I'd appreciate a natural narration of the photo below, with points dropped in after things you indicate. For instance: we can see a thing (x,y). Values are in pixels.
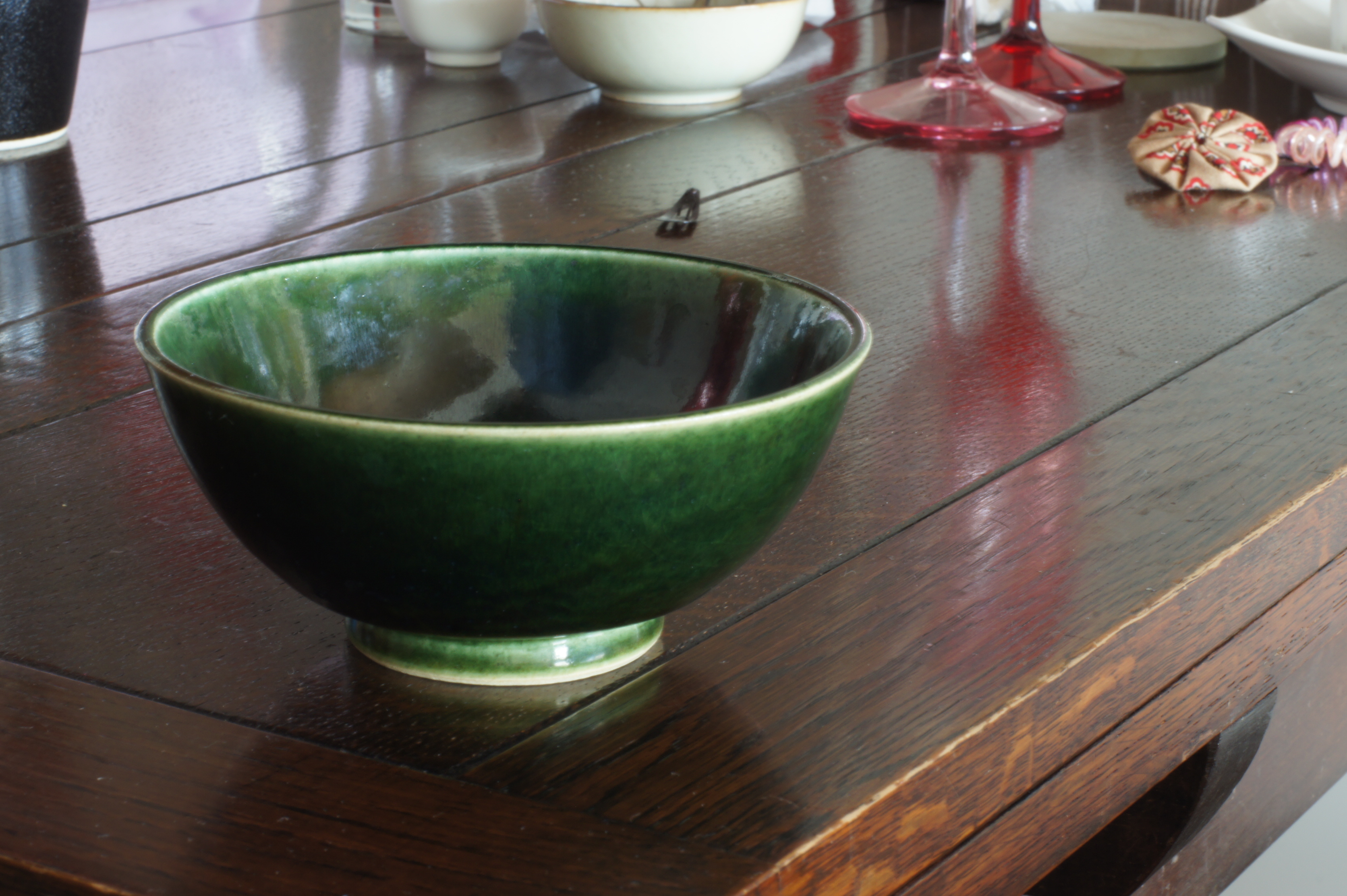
In this image there is a table (1181,537) on that table (1196,471) there are bowls (1266,41) and glasses (1030,110).
